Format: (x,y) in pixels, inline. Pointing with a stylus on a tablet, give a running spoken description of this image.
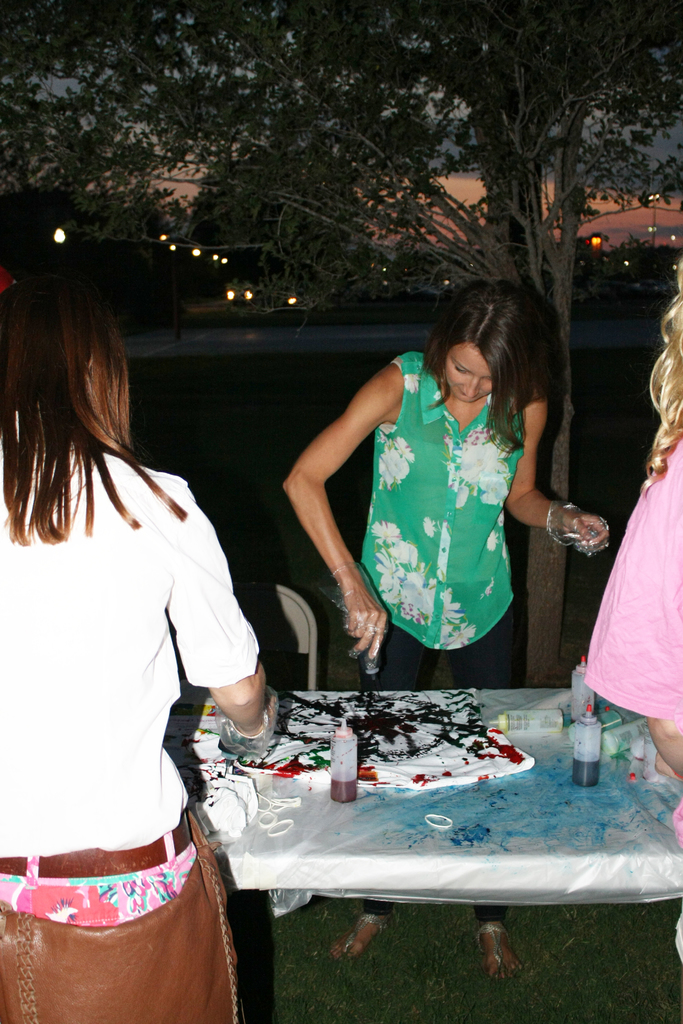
In this image we can see a woman (417,608) wearing green dress (417,608) is standing. There are few bottles (593,752) with colors (554,726) and t shirt (405,733) on the table (478,784). In the background (288,84) we can see a tree (316,93).
